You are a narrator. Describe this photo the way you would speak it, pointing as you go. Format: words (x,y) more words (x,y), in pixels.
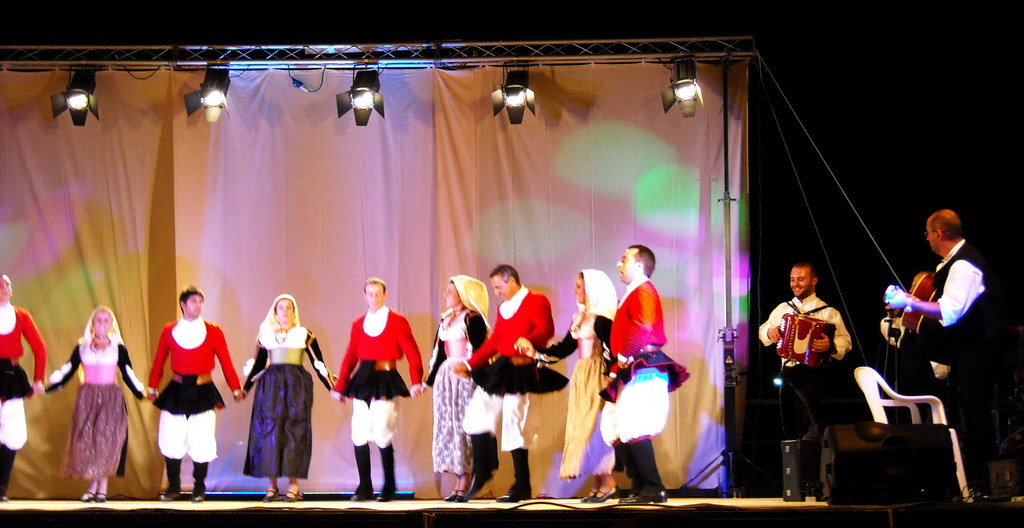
In this image there are some persons (501,381) are performing on the stage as we can see in bottom of this image (643,363) and there is a curtain (409,218) in the background (420,216) and there are some lights (84,73) are arranged at top of this image (510,99) and there are some persons (965,331) are playing some instruments (802,320) at right side of this image (916,281) and there is a white color chair (915,410) at bottom right corner of this image (870,377).
